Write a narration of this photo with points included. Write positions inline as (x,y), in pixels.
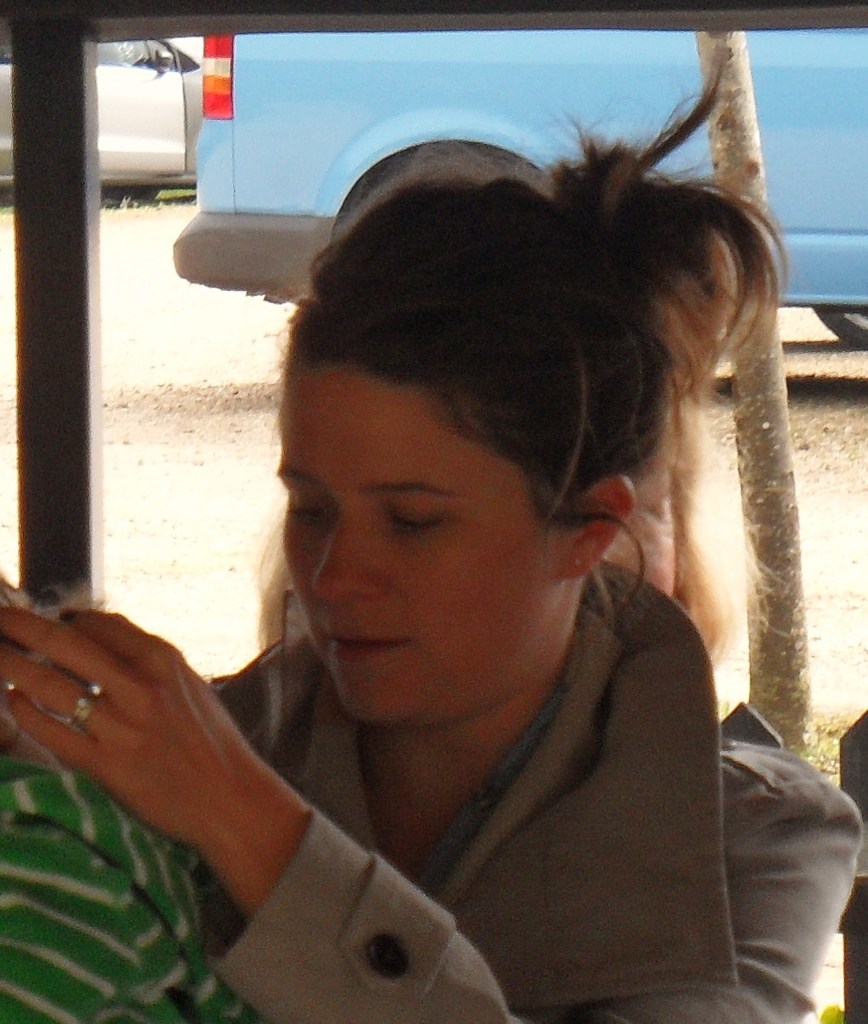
In this picture there is a woman (684,430) who is wearing jacket (647,914) and finger ring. She is sitting near to the girl (54,952) who is wearing green hoodie (97,912). At the back (137,167) I can see the bus (271,111) and car (138,125) which is parked near to the bamboo (775,388). In the top left corner (79,104) there is a black fencing (367,20). In the bottom right corner (866,997) there is a chair (847,993).
